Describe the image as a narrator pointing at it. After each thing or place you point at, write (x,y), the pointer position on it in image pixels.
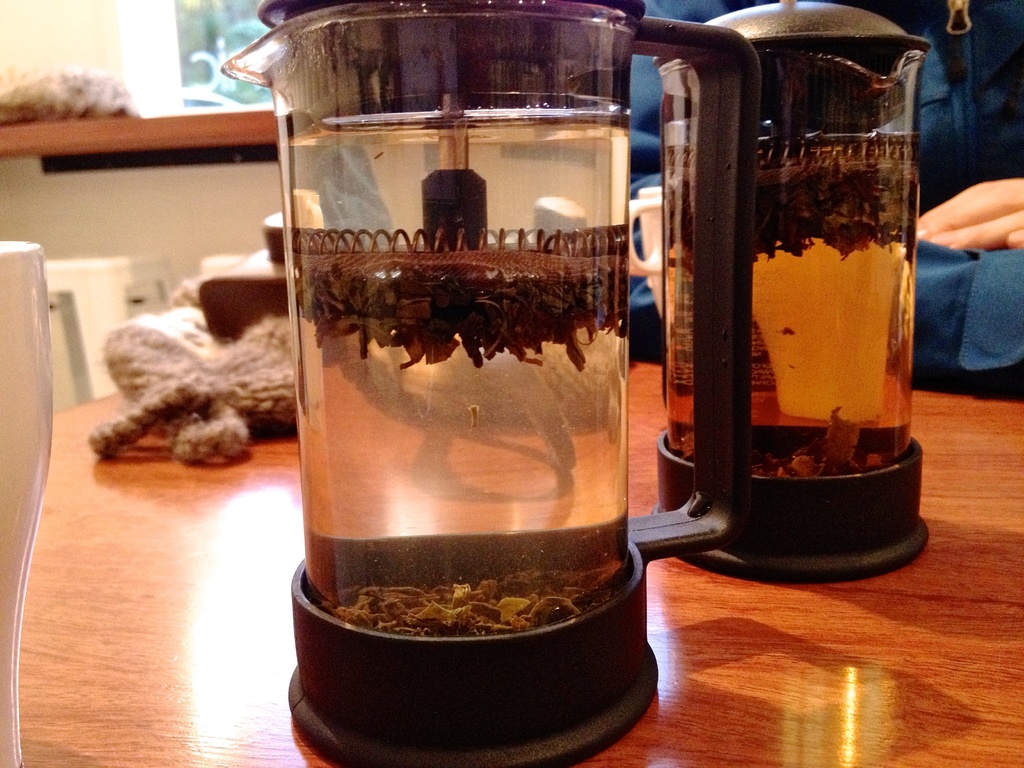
In this image in front (729,386) there are two jars (496,355). Inside the jars (808,546) there is water (346,392) and there are some objects (551,280). Beside the jars (319,364) there are a few objects (47,425) on the table (283,643). In front of the table (235,585) there is a chair (75,367). There is a person (943,153). In the background of the image (161,164) there is some object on the platform (249,135).
